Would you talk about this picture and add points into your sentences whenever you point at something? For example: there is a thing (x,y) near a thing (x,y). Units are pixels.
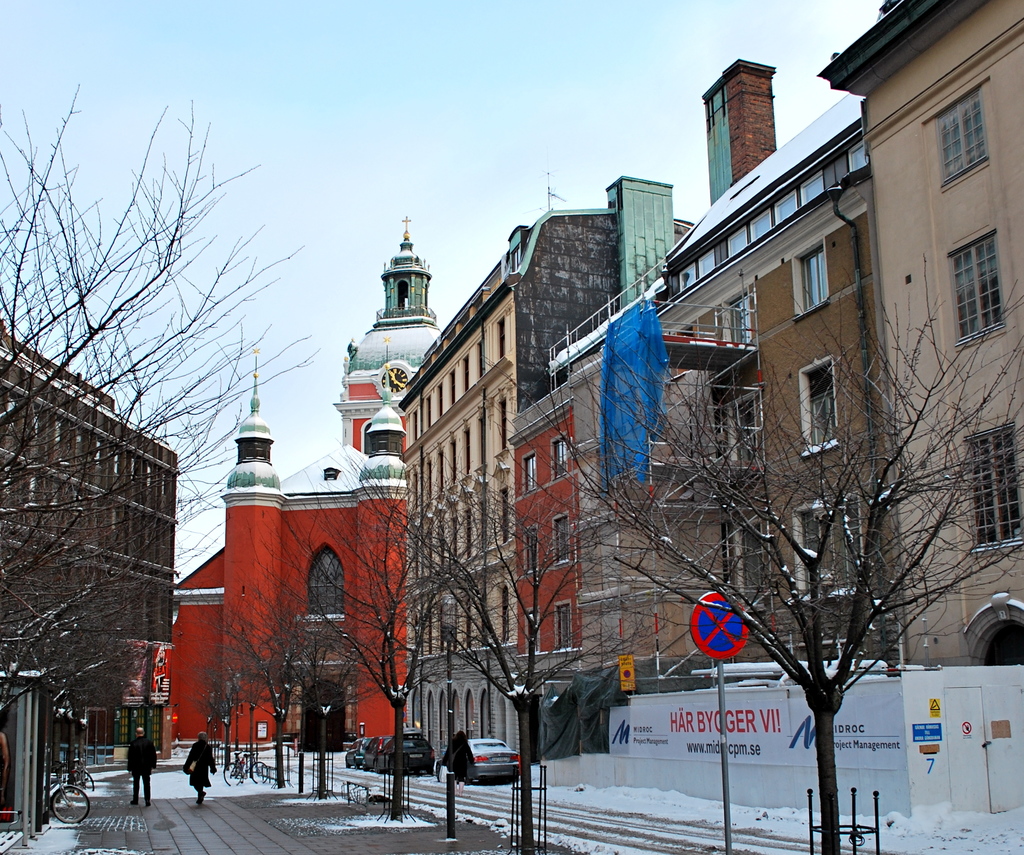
Here in this picture we can see buildings (603,468) present on either side of the road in the middle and we can see people (132,773) standing and walking on the road (292,784) over there and we can also see vehicles (476,769) present, and the ground (708,802) is covered with snow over there and we can see trees (532,699) also present over there and in the middle (351,460) we can see a building (352,530) present and in the middle of it we can see a clock (401,382) present over there and we can see the sky (423,79) is fully covered with clouds (343,292) over there.
